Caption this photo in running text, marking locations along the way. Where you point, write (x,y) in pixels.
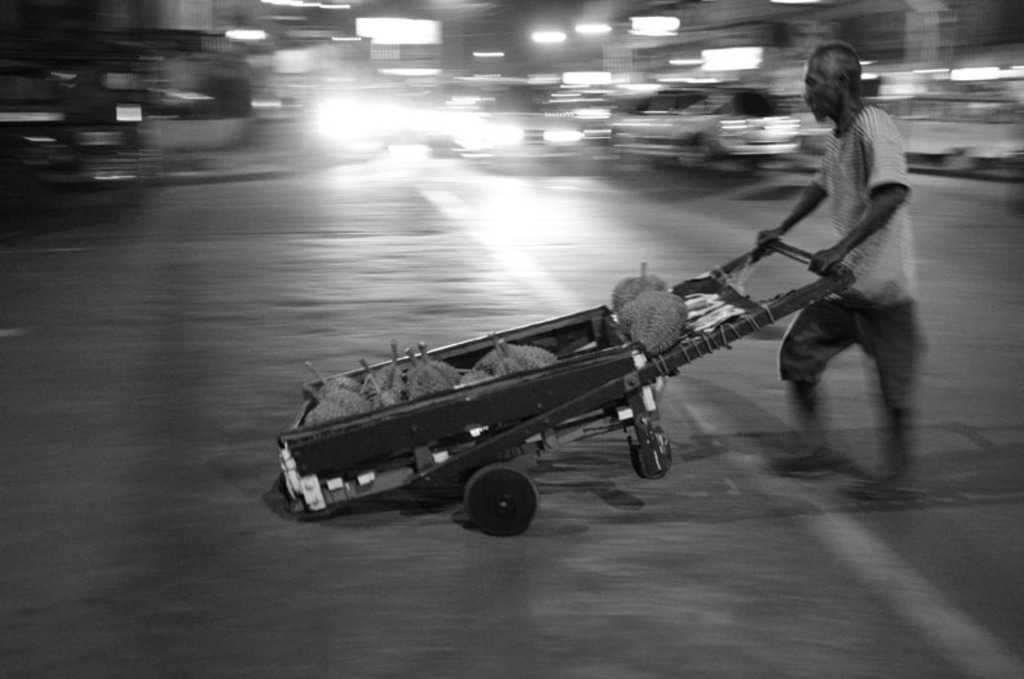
In this image on the right side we see a man (909,170) pushing a cart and walking.
